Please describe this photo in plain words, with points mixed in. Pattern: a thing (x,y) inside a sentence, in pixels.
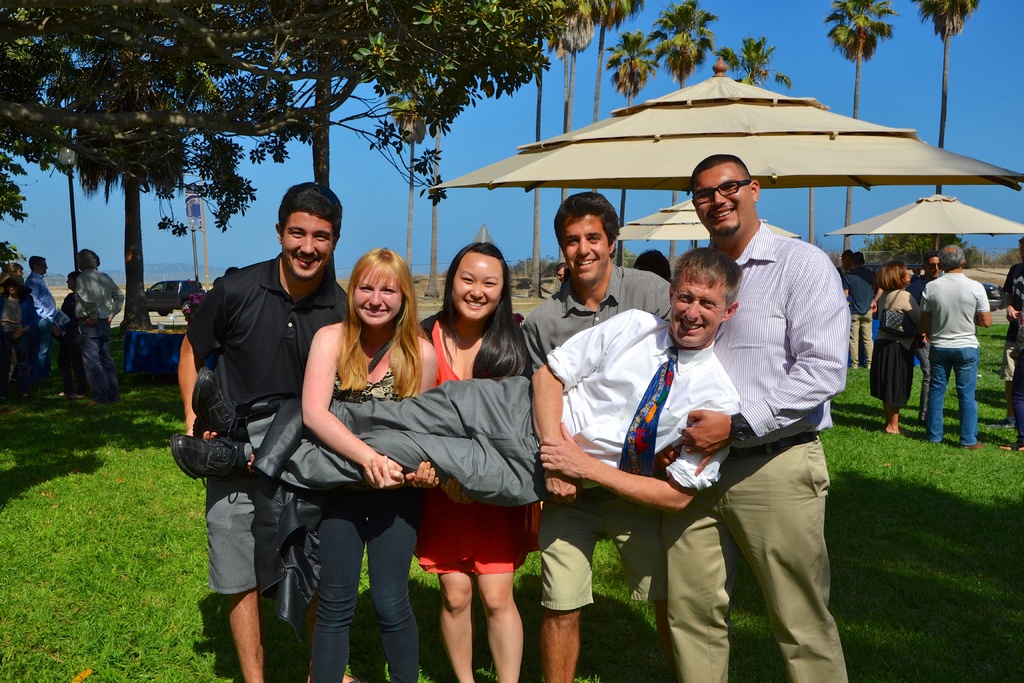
In this picture there are five persons (614,293) standing on a greenery ground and holding a person (528,402) in their hands (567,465) and there are few umbrellas (750,129), peoples (926,301) and trees (439,34) in the background (471,15).
